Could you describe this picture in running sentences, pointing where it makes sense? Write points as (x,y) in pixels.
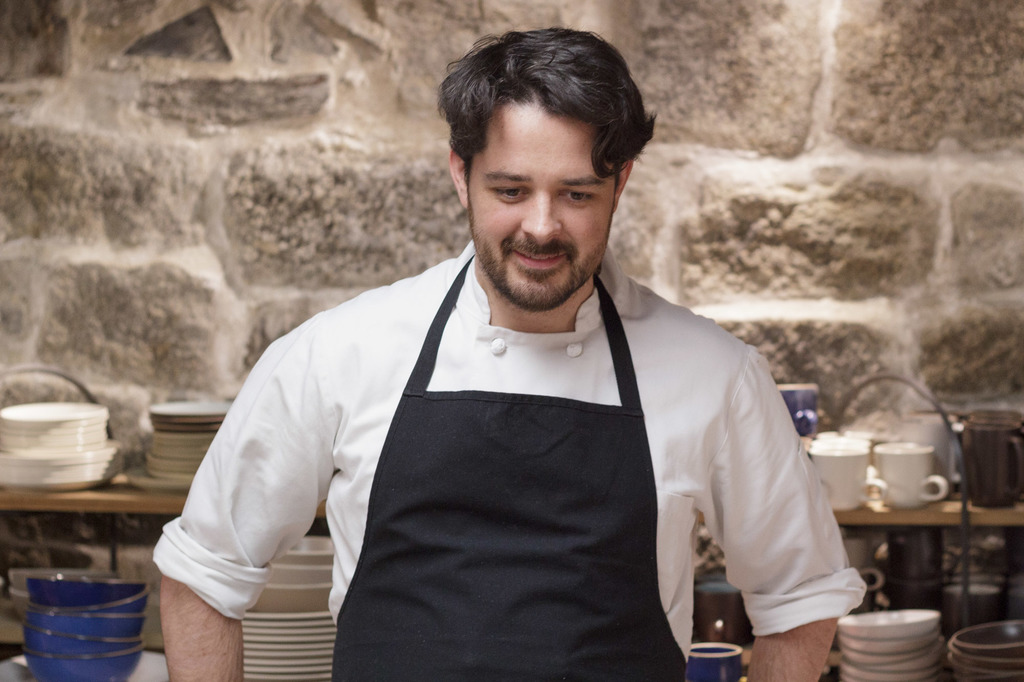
In this image there is chef (591,371) he is wearing white color shirt (614,375) and black color apron (575,470), in the background (56,506) there is a shelf (938,520) in that shelf (42,506) there are plates (55,483), bowls (138,608) and mugs (885,481) and there is a wall (174,62).
